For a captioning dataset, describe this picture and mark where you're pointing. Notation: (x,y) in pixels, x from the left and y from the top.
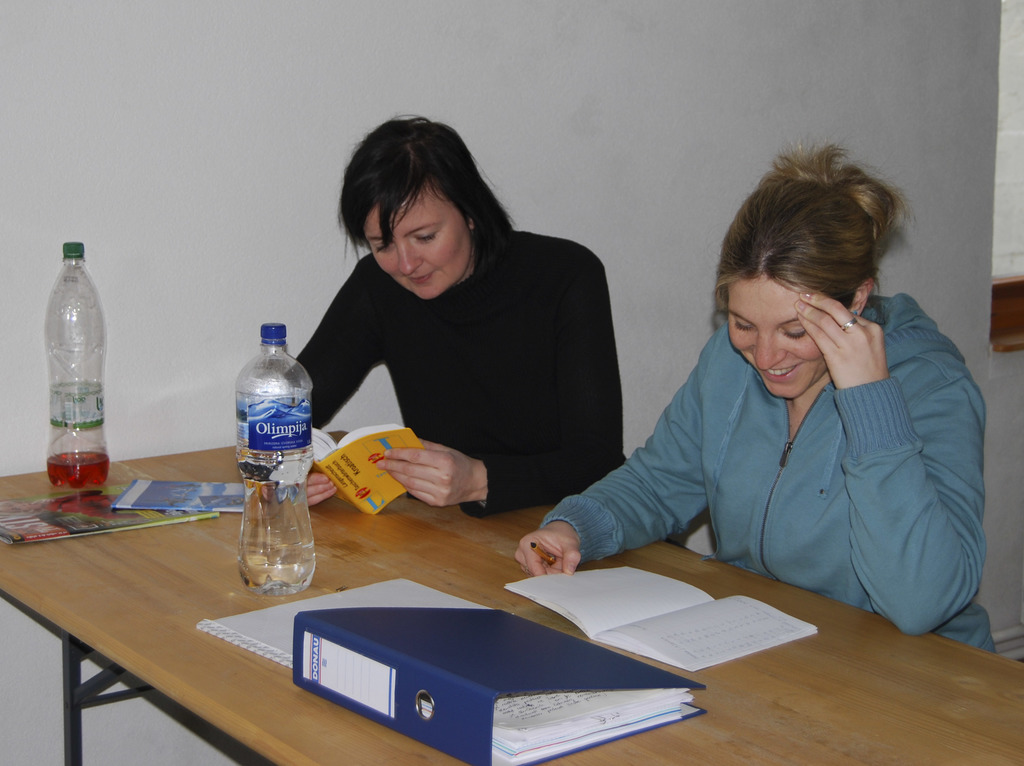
In this image I can see two women (470,340) are sitting in front of a table (961,654). On this table (735,573) I can see two bottles (251,559) and a file (651,682). I can also see smile on their faces (454,277).
